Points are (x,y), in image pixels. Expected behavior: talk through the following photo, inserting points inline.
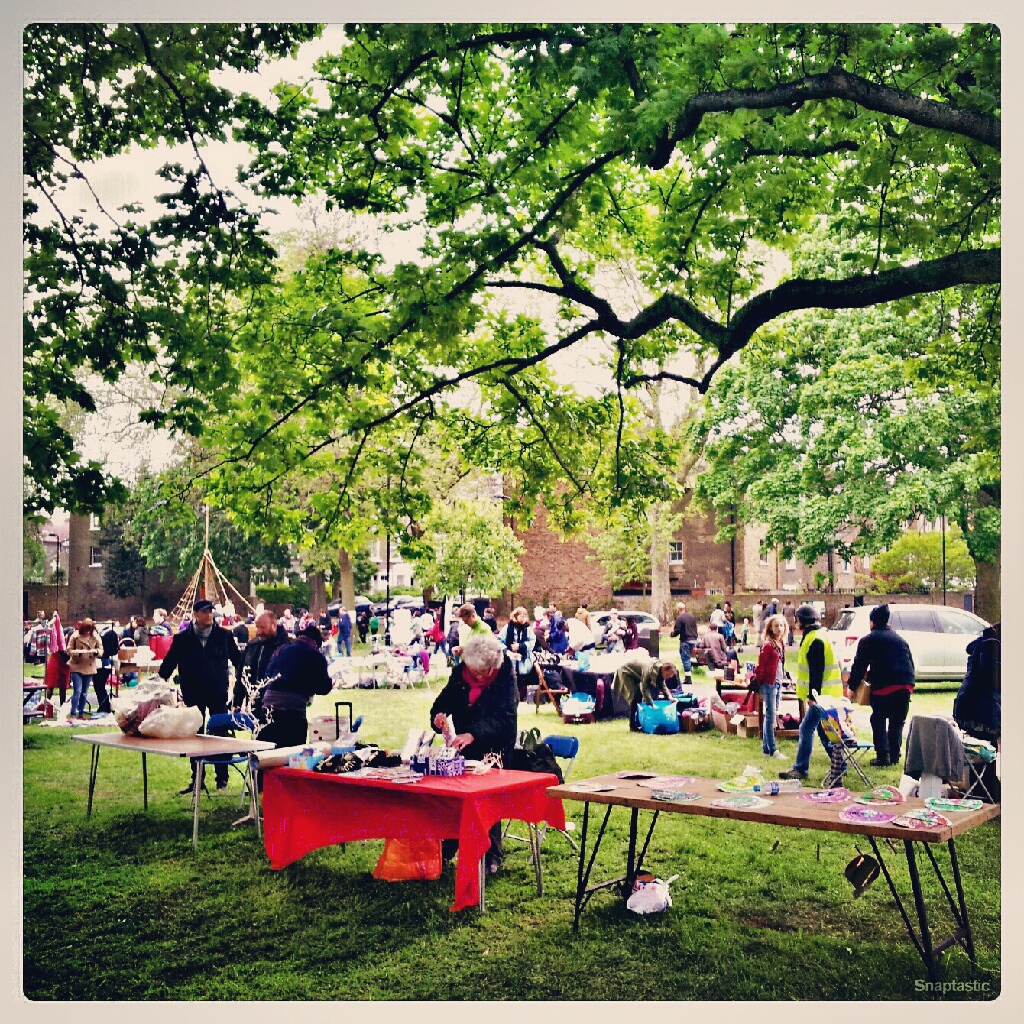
In this picture we can see some persons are standing on the grass (603,738). These are the tables (920,938). On the table (532,817) there is red color cloth (472,820). Here we can see a cloth (452,805). And these are the trees (616,420) and there is a building (714,568).
